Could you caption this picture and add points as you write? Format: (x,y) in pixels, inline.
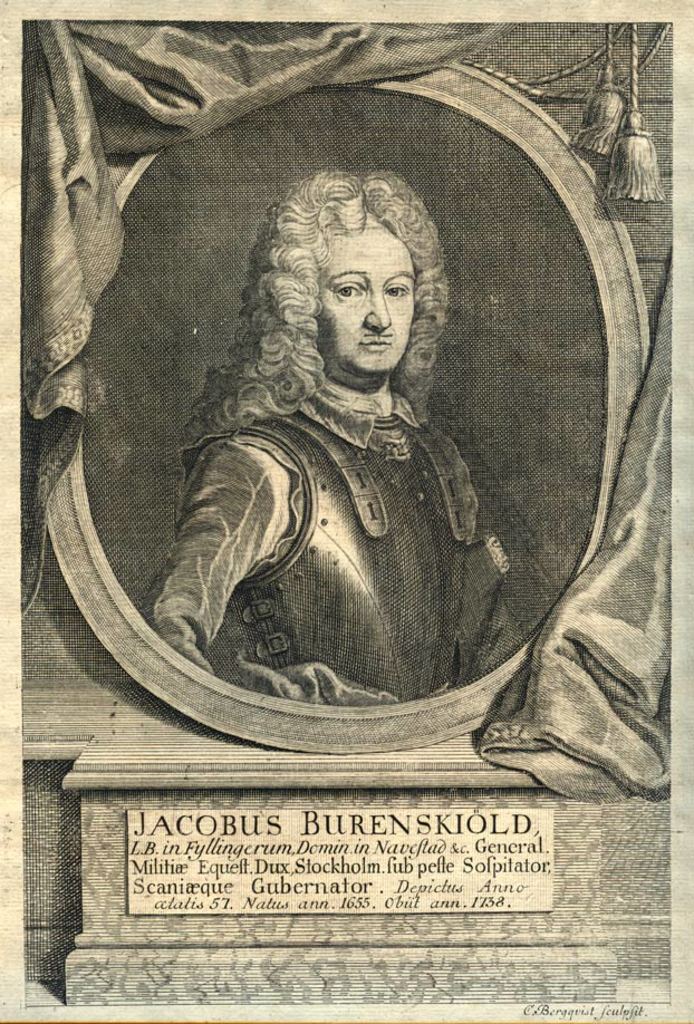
In this image there is a poster (202,345), on which we can see there is a black and white painting (301,309) of person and under that there is a board (233,909) with some note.
